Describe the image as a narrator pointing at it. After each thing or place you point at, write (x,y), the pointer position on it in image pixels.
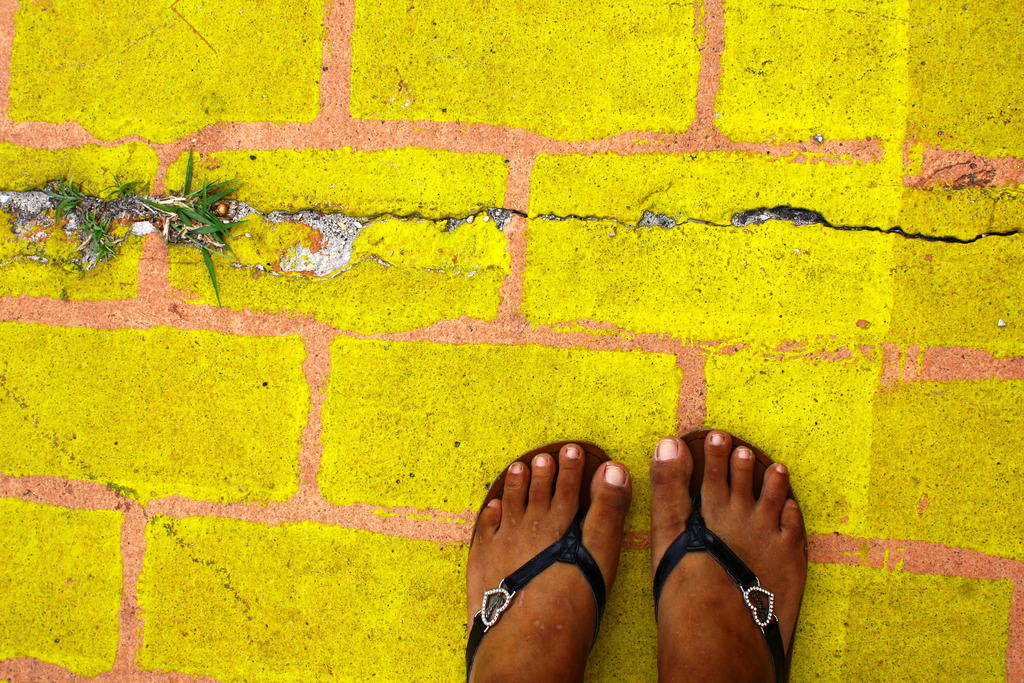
At the bottom of the picture (541,577), we see the feet (712,588) of the person (798,587) who is wearing the black sandals (547,554). In the background (567,295), it looks like a brick floor (356,392) and it is yellow in color. On the left side (59,196), we see the grass (198,207).
